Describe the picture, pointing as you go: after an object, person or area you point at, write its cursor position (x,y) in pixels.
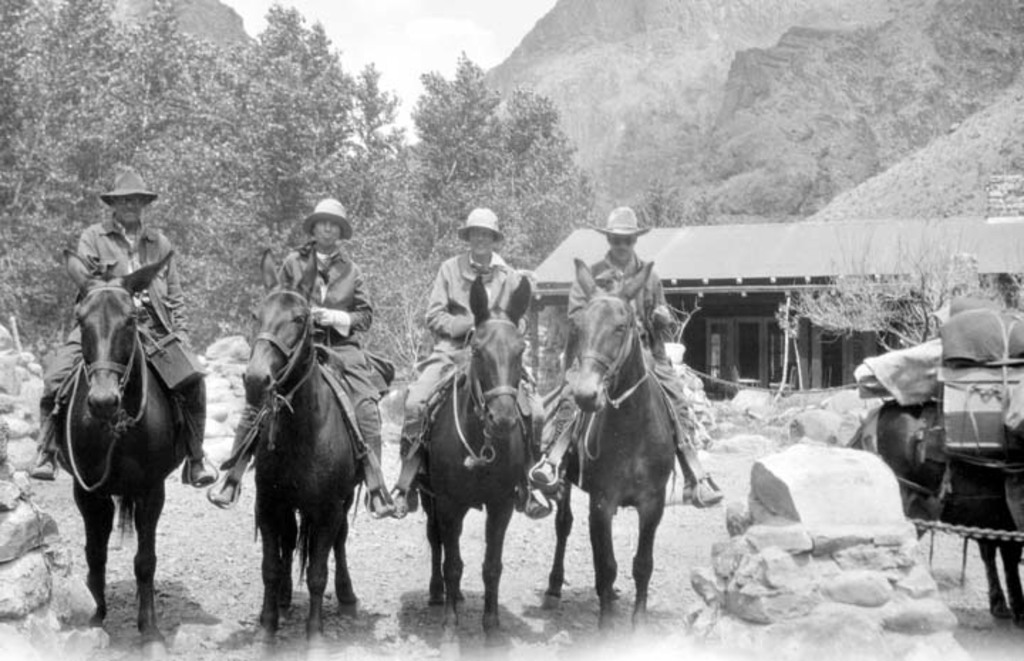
In this image I can see four persons (368,422) are sitting on the horse (513,456) and a pack animal (1003,512). In the background (728,260) I can see trees (536,216), houses (709,254), mountains (937,195) and the sky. This image is taken may be during a day.
